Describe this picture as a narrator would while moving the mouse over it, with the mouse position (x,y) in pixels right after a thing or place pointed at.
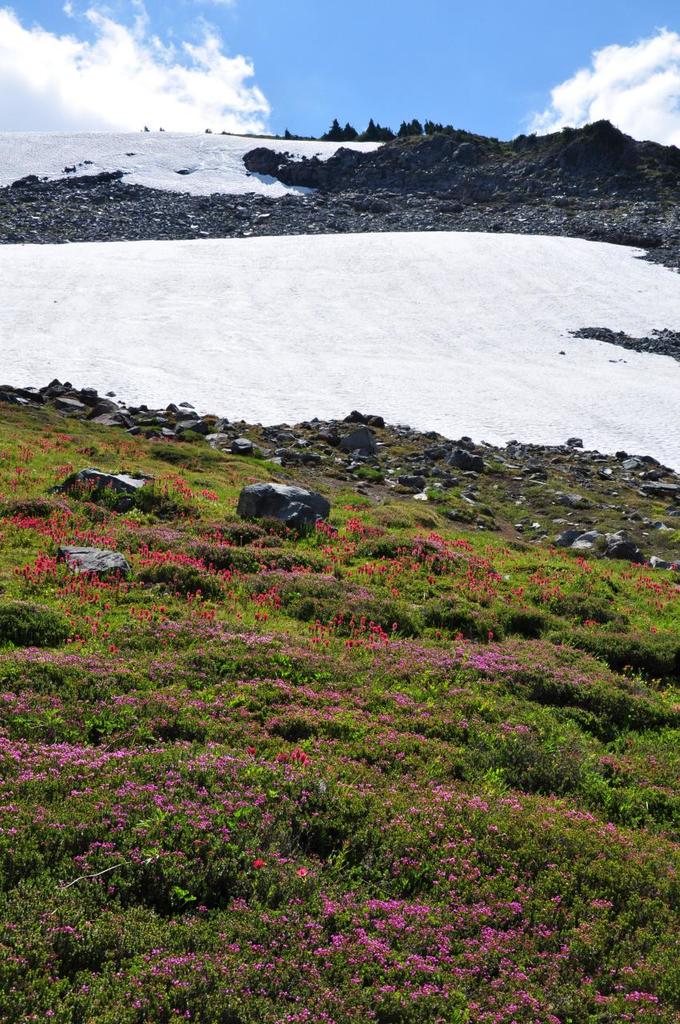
In this picture I can see plants (222,732) with flowers (526,650), there are rocks (676,357), trees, there are snowy mountains (348,197), and in the background (384,69) there is sky (249,60).
